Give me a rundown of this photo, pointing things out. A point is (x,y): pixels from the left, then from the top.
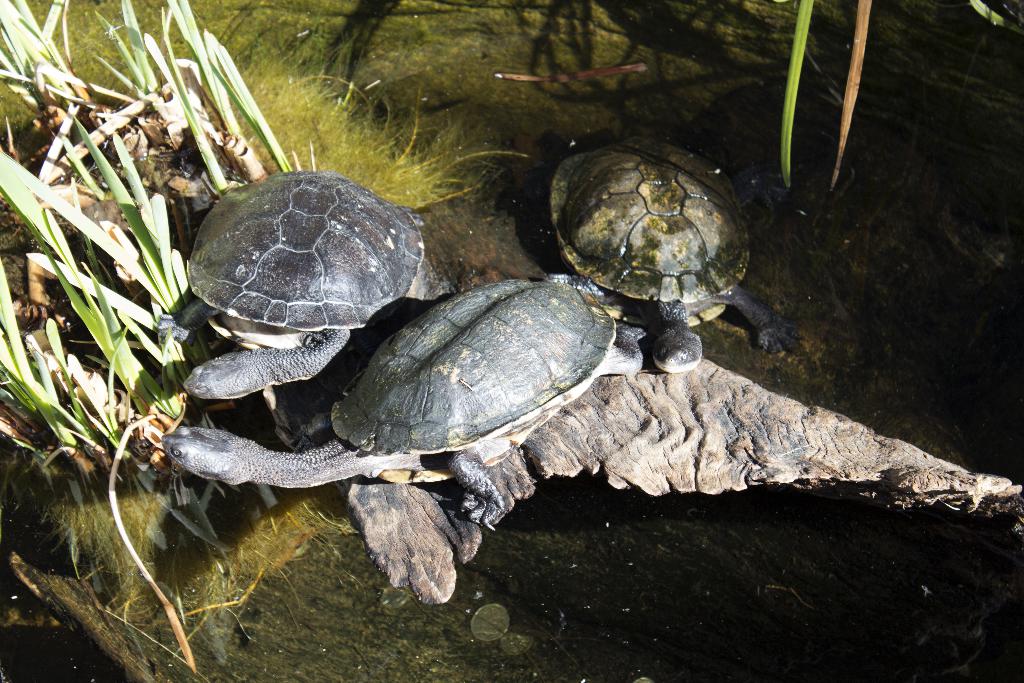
This image is taken outdoors. At the bottom of the image (400,602) there is a pond (360,625) with water (757,621) and there is a log (642,437). In the middle of the image (506,320) there are three turtles (442,328) on the ground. On the left side of the image (167,253) there is grass (71,207) on the ground (39,322).
